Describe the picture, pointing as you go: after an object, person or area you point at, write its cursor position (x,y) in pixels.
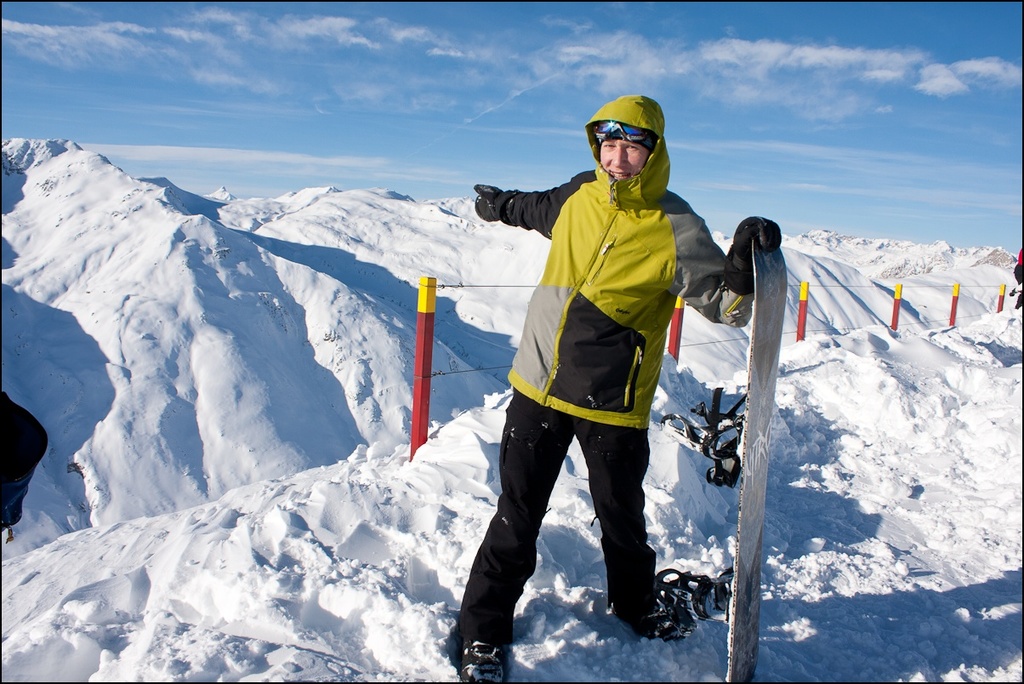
In this image, there is a person (638,248) wearing colorful clothes (579,417) and footwear (493,653). There is a sky (397,112) and fencing (426,326) behind this person (673,235). This person (680,220) is holding snowboard (756,383) in his hands (777,242). There is a snow (367,551) on the ground (342,563).
